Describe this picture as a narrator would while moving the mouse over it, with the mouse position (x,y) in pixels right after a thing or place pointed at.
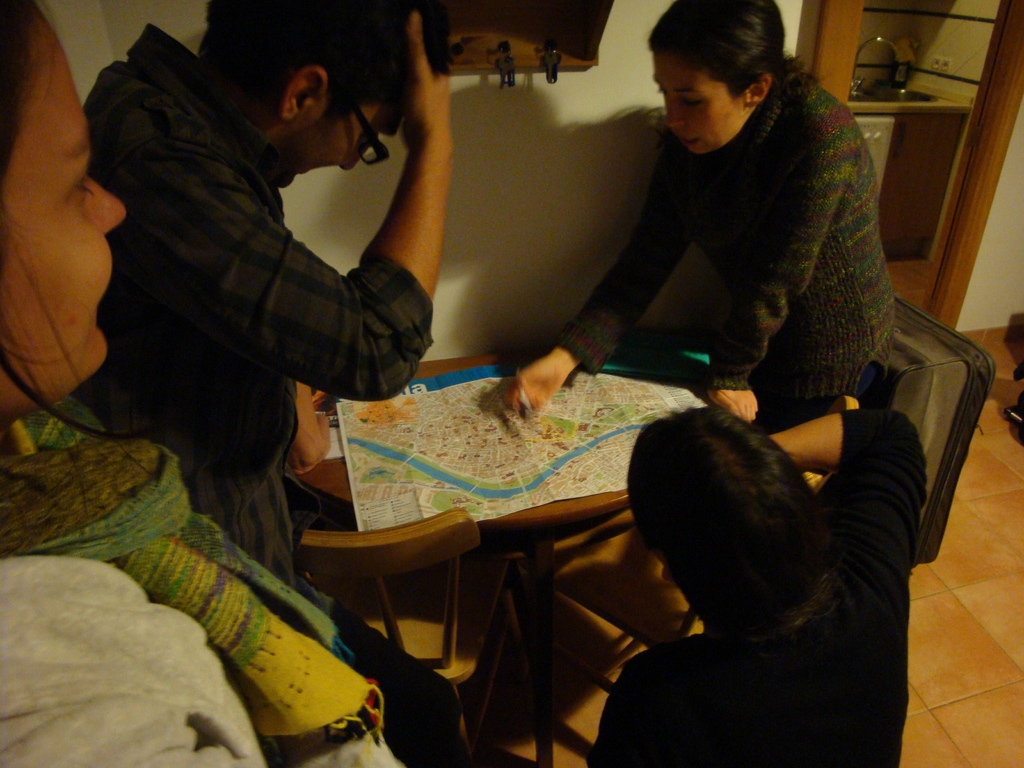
The image is clicked inside the house (603,202). There are four people (289,574) in the image. They are seeing a chart (502,510) which is placed on a table (579,516). To the right (946,212) there is a door (962,177) of the kitchen (910,126). At the bottom (954,629) there is a floor (953,651) with brown tiles (951,697).
